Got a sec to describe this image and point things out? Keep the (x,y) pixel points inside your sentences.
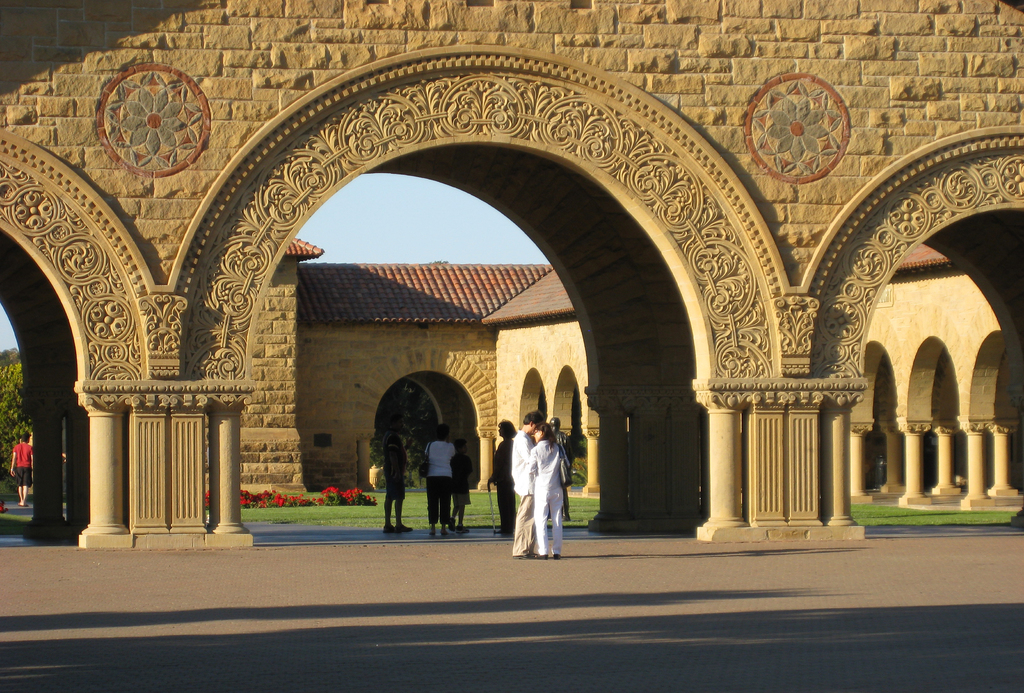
In this picture I can see few arches (830,282) and few people (436,502) standing and a human (28,462) walking in the back (30,436). I can see trees (8,359), few plants (322,500) with flowers (264,498), grass (483,502) on the ground (388,526) and a blue sky (392,221).
